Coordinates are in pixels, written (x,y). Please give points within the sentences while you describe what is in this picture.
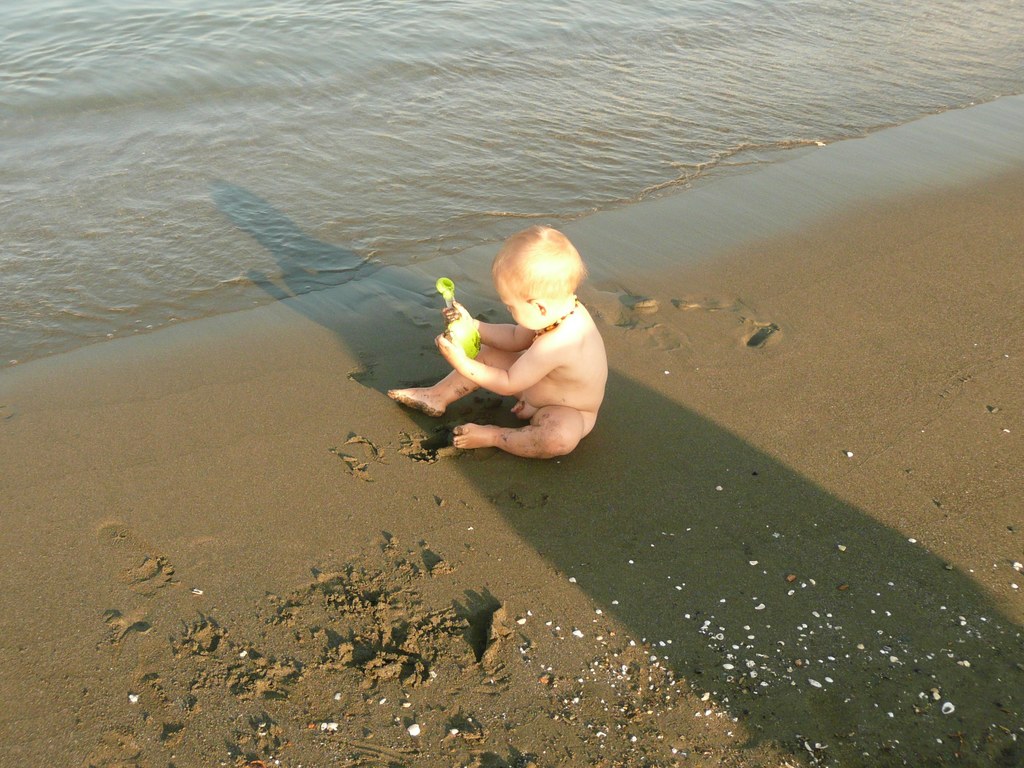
In this picture there is a small boy (414,395) in the center of the image (400,388), on a muddy floor (477,480) and there is water (372,150) at the top side of the image (316,144).
